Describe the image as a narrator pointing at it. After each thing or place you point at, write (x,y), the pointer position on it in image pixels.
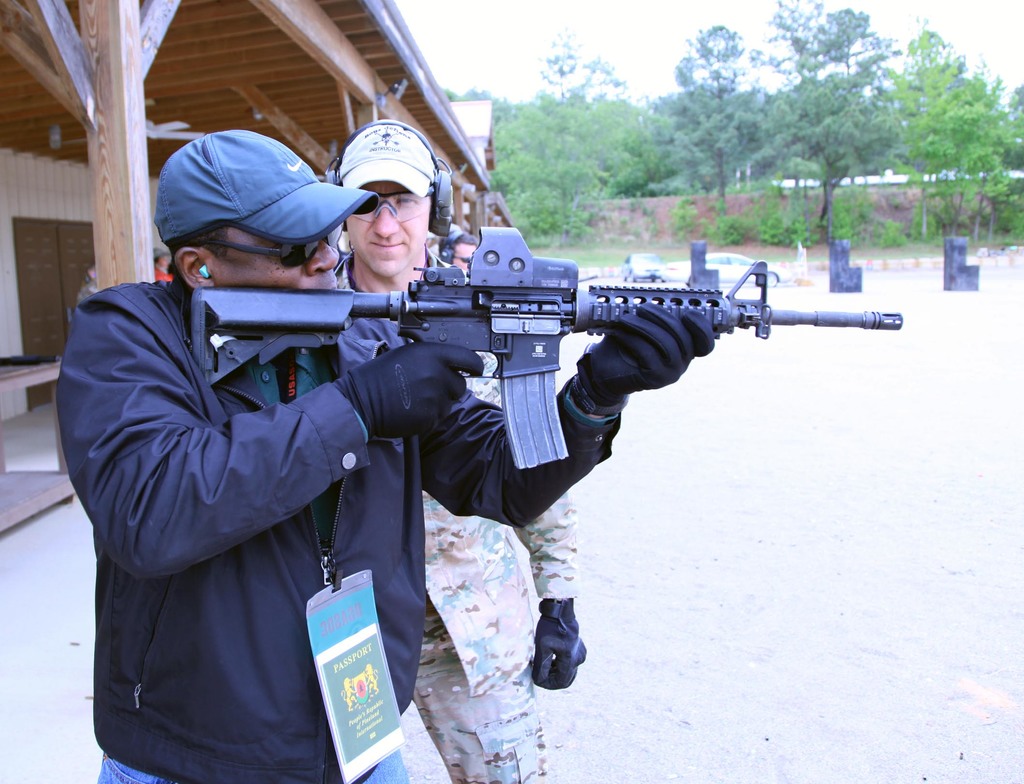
In the center of the image (370,390) there are two persons (524,587) standing. In the background of the image (963,144) there are trees (711,58). To the left side of the image (28,57) there is house (238,73).
